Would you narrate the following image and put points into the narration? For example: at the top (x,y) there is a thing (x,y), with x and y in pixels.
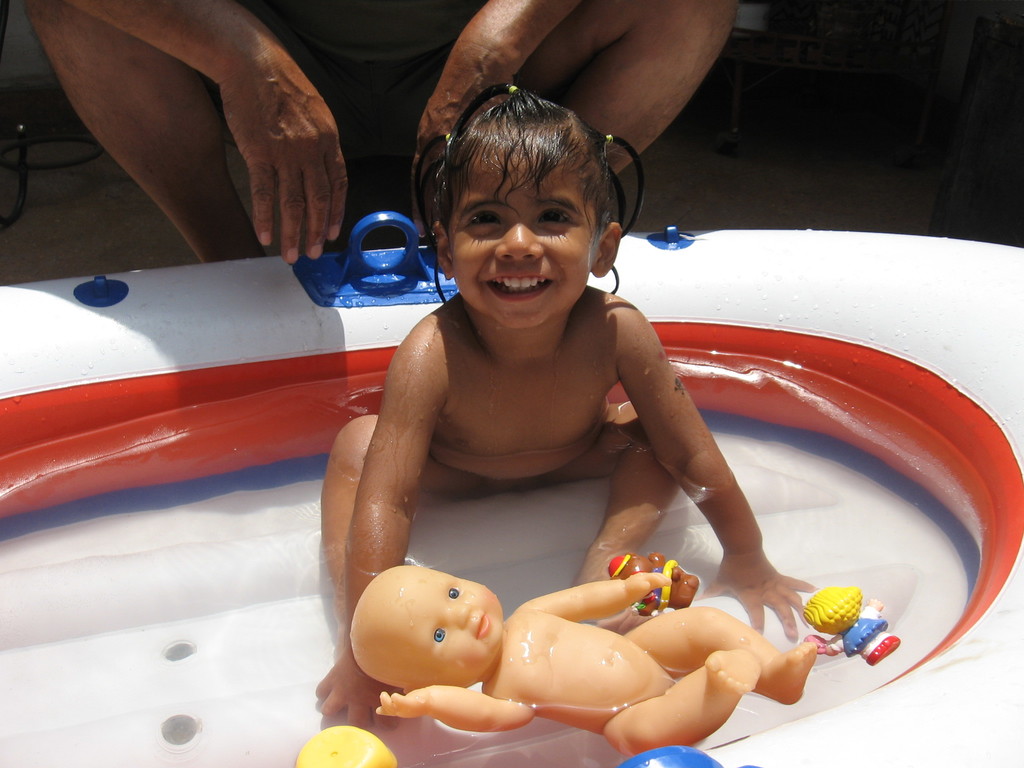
In this image a man (472,45) is sitting behind a baby (561,431). A girl (530,374) is sitting in a tub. The toys (541,700) are floating in a water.
